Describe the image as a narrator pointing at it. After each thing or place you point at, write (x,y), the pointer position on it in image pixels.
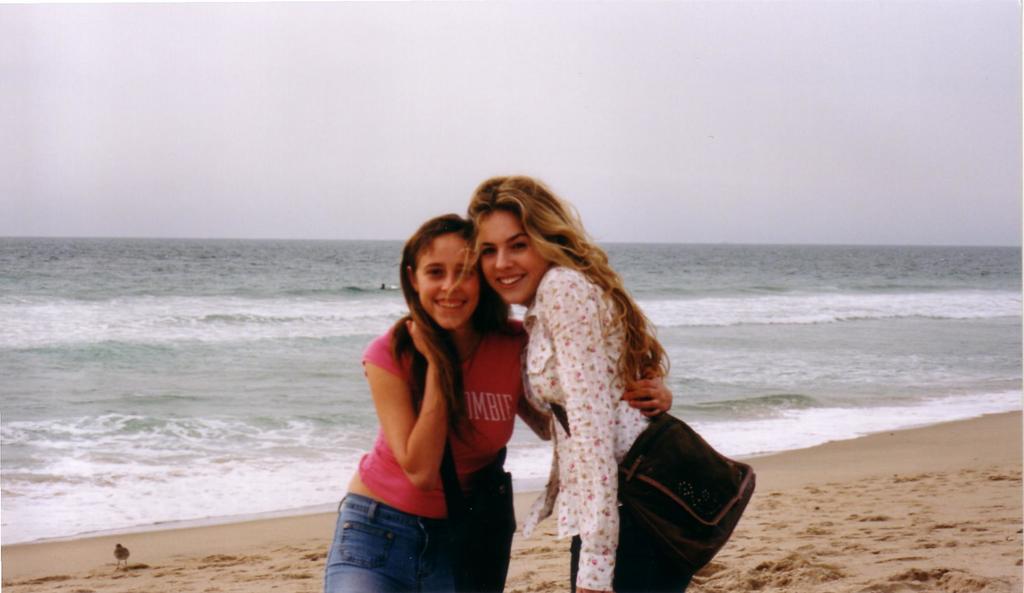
This image consists of two women (427,445) standing near the beach (886,550). On the right (696,521), the woman (596,434) is wearing a white shirt (607,352) is also wearing a bag (649,534). On the left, the woman (460,394) is wearing a pink T-shirt (445,499). At the bottom (859,565), there is sand (763,572). In the background (678,330), there is an ocean (361,351). At the top (341,87), there is a sky (651,159).
